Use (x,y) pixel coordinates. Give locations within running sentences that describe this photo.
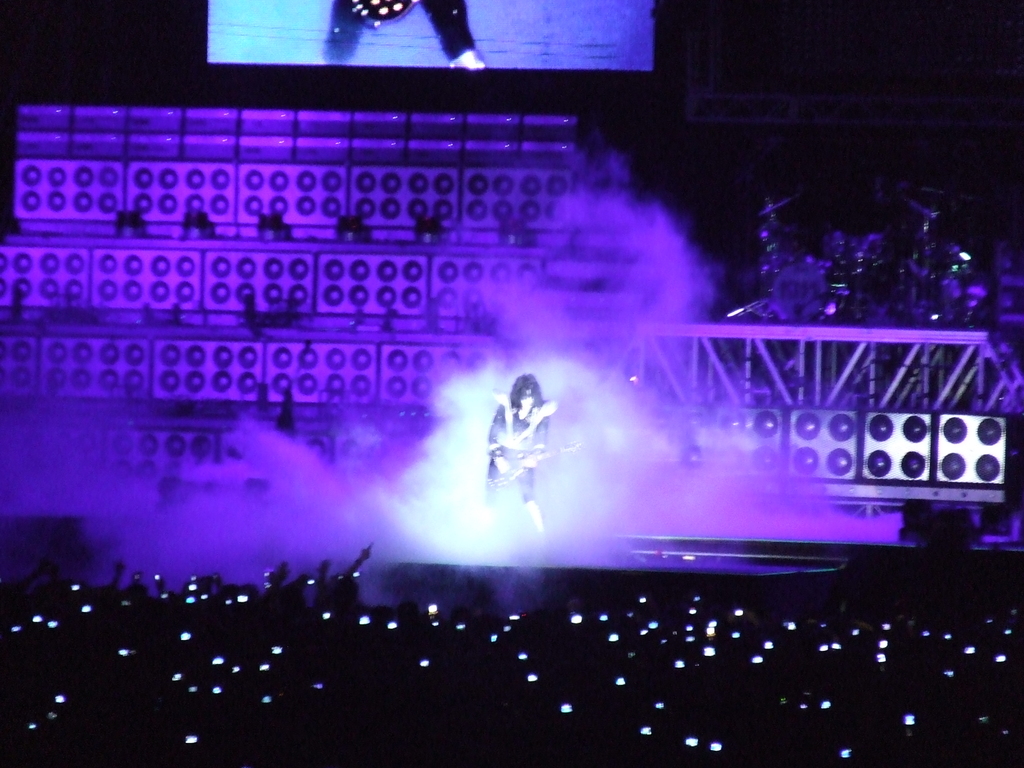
In this picture there is a person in the center of the image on a stage (600,552), by holding a guitar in his hands (535,462) and there are people (81,597) at the bottom side of the image (701,602), there are spotlights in the background area of the image (286,288), it seems to be there is a screen (614,40) at the top side of the image (414,63).
